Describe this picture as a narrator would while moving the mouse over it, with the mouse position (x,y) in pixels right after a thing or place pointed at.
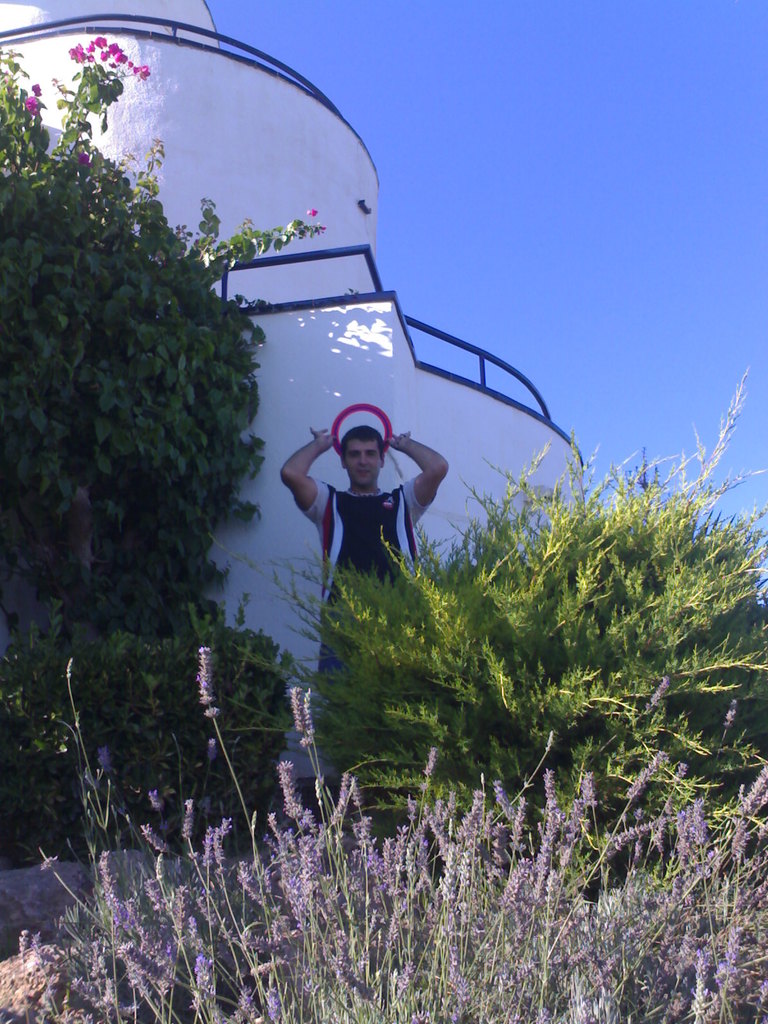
In this image I can see a person (324,660) standing in front of the building (352,253) and I can see plants (645,851) visible in front of the person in the top right (716,76) I can see the sky (613,135).
